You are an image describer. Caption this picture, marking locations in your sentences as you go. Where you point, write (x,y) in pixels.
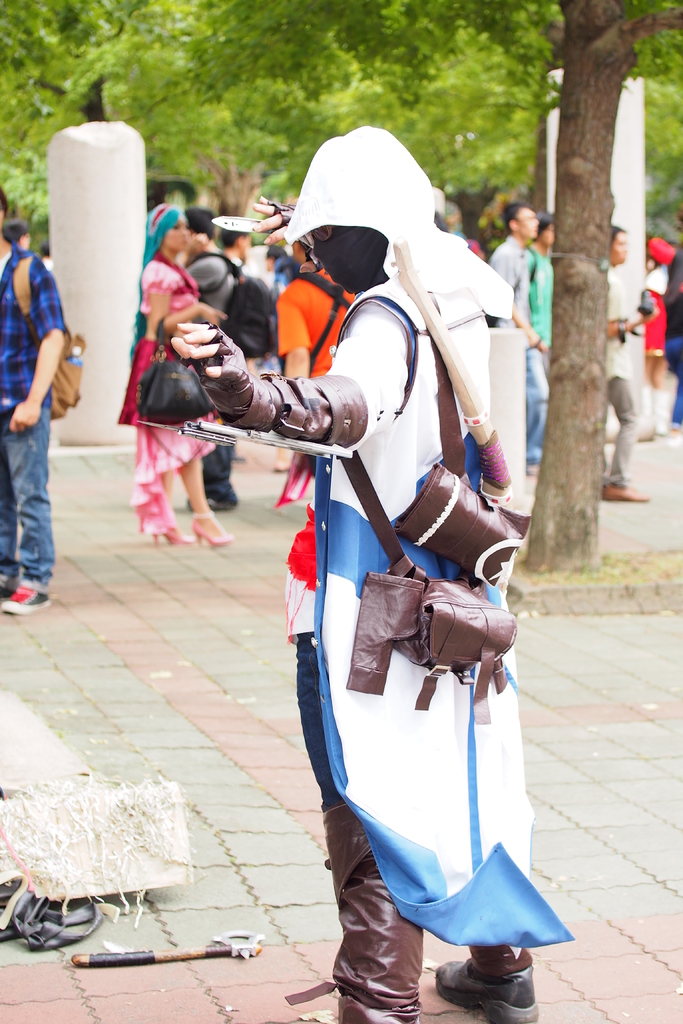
In the middle of the image (321,582) few people (344,168) are standing. Behind them there are some trees (45,32). In the bottom left corner of the image (67,780) we can see some objects (105,805).
